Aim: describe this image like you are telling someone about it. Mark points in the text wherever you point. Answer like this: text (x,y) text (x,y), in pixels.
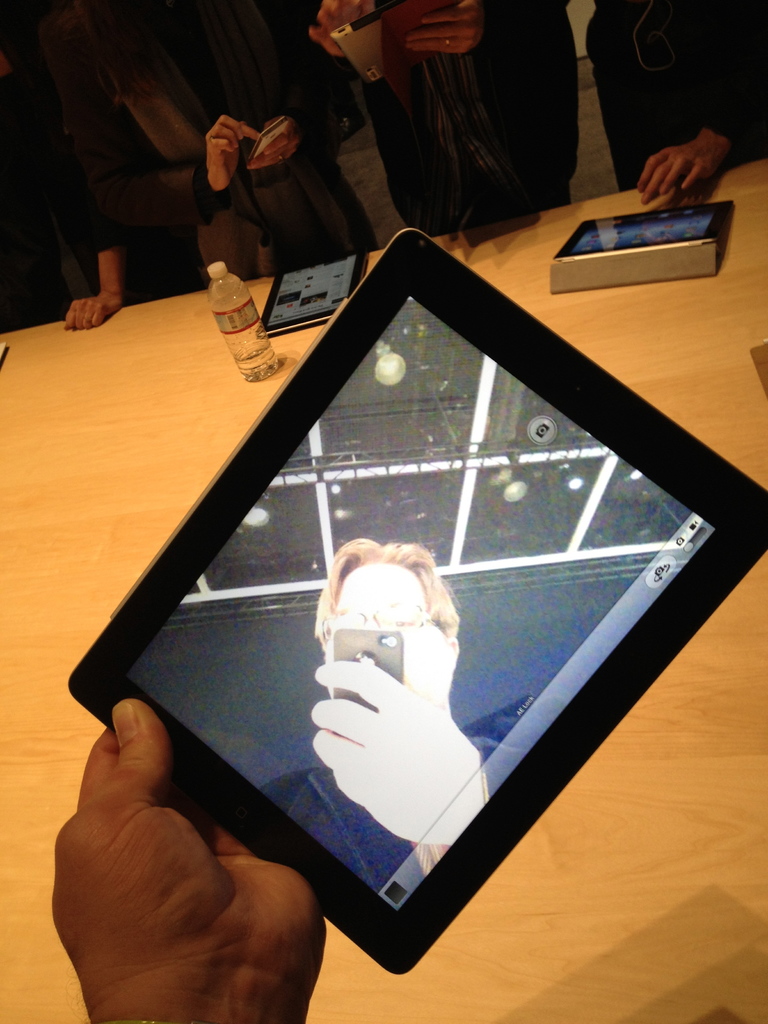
In this image we can see a few persons (175,848) holding an electronic gadget (384,637). There are few objects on the table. In the foreground (387,633) we can see a person (425,581) holding a mobile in the electronic gadgets (428,578) and at the top of the person (357,549) there is a roof (415,485) with lights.
